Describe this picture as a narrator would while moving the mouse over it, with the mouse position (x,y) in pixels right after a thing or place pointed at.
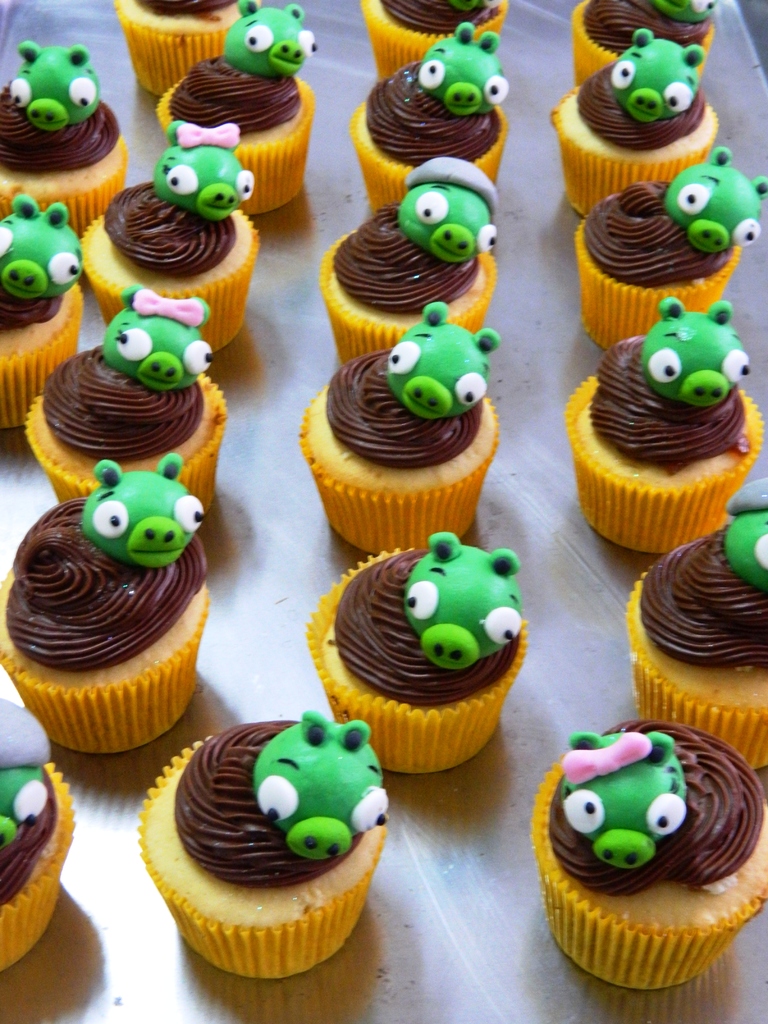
In this image I see number of cupcakes (190,557) which are of brown and orange in color and I see cartoon faces (270,34) on each cupcake (197,476) and I see that those cartoon faces (669,309) are of green in color.
